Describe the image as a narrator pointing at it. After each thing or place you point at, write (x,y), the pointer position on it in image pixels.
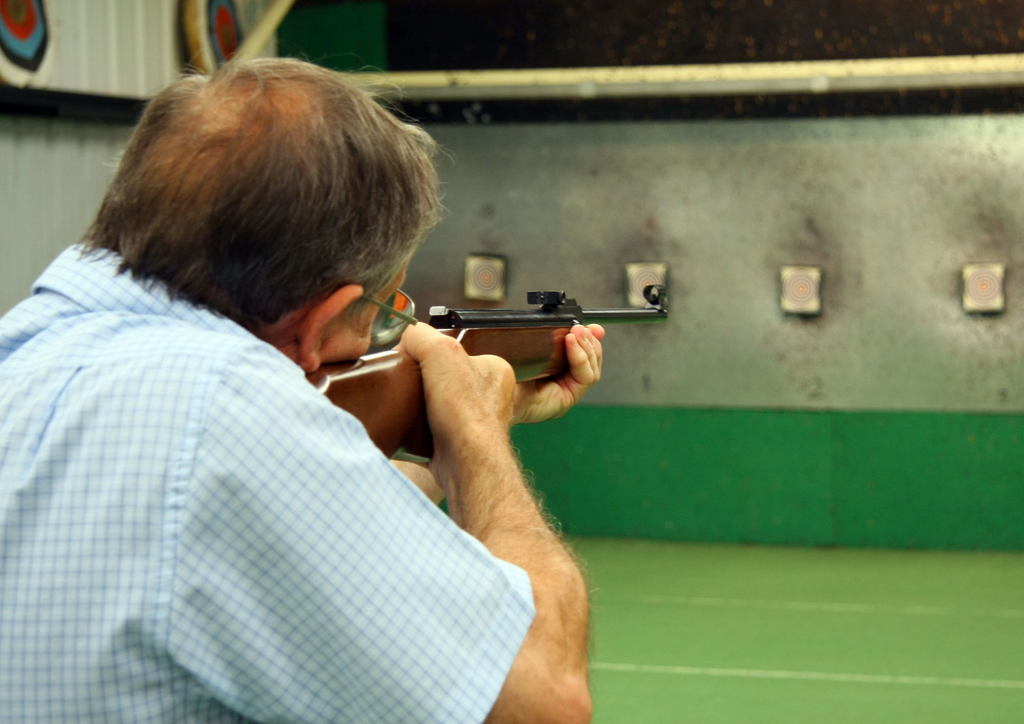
In image I can see a person (355,242) holding a gun (353,369) visible on the left side (225,306), in the middle (591,286) I can see the wall (692,208), in the top left (57,22) there is a fence (78,72) and there is a pipe (606,73) visible at the top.
